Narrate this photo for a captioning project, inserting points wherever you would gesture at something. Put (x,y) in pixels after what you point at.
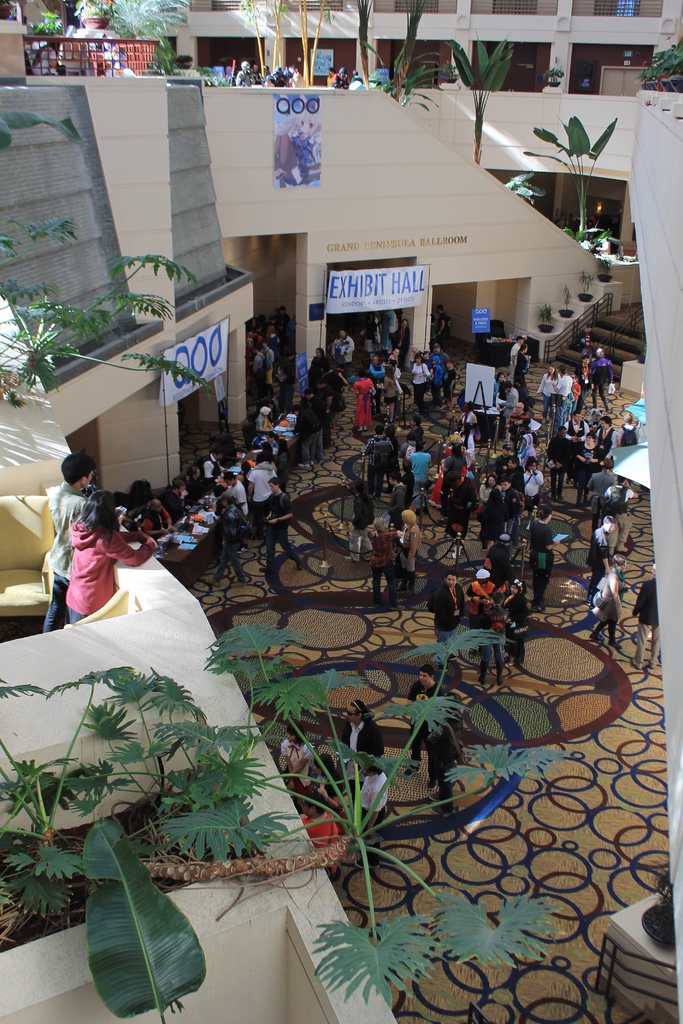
In this image we can see shelters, name boards (343,308), persons (226,559), plants (476,125) and other objects (403,413). In the background of the image (508,208) there is the building (600,124), trees (610,128), persons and other objects (132,58). On the left side of the image (151,496) there is a building (265,952), persons (61,561), trees (102,935) and other objects (27,574). On the right side (624,923) bottom of the image (627,932) there is an object (647,910).
